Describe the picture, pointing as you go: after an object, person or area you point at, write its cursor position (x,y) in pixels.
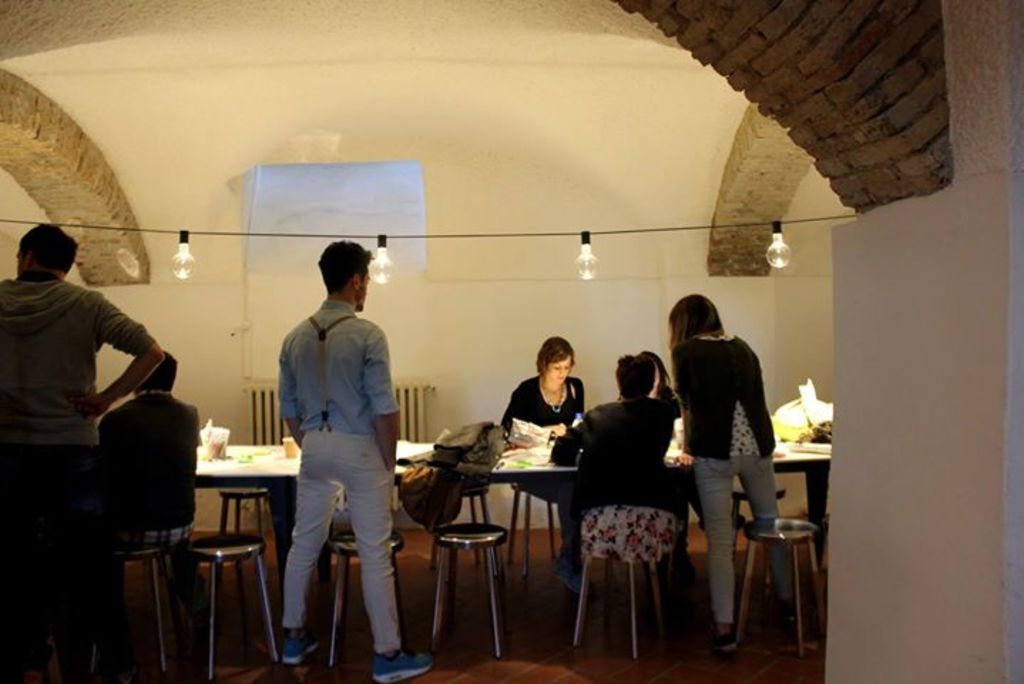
Few persons (46,321) are standing and few person (626,539) are sitting on the chairs (163,560). We can see bag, cups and objects (826,414) on the table (530,477). On the top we can see lights (584,243). On the background (426,127) we can see wall (405,131).
